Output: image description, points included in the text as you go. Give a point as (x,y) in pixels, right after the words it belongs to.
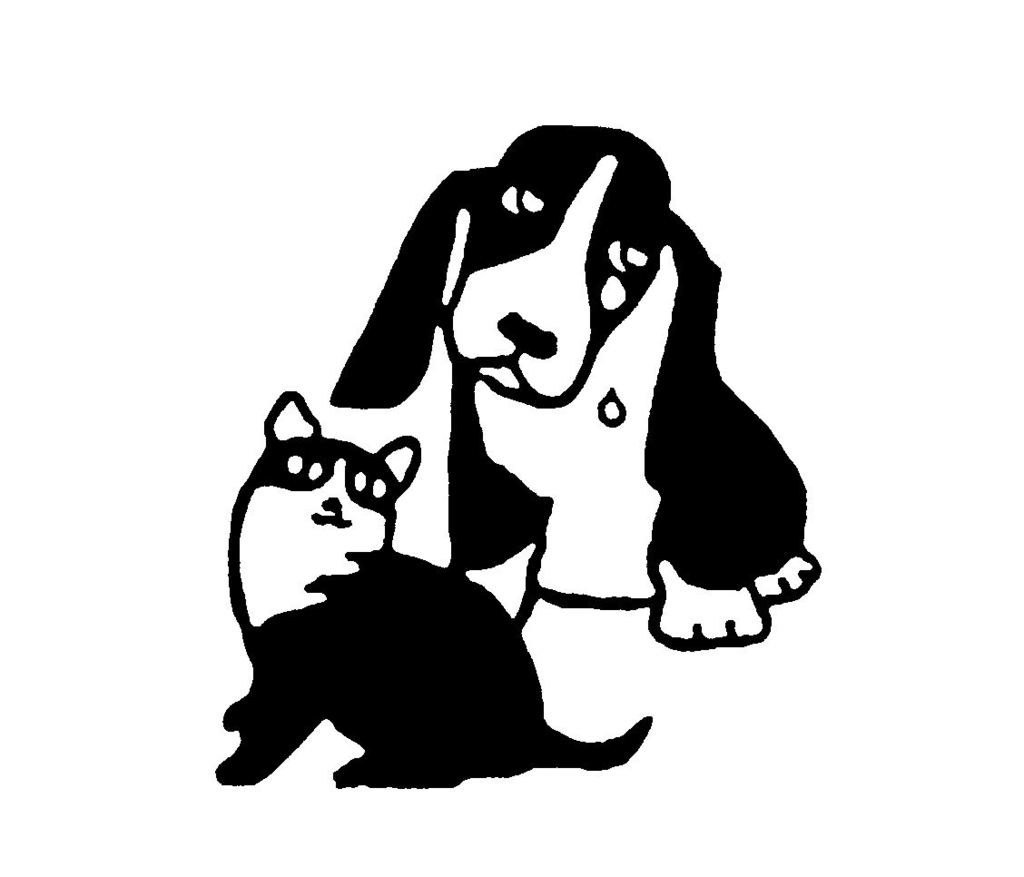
In this image there is a sketch (501,488) of a dog (543,340) and a cat (377,575).
